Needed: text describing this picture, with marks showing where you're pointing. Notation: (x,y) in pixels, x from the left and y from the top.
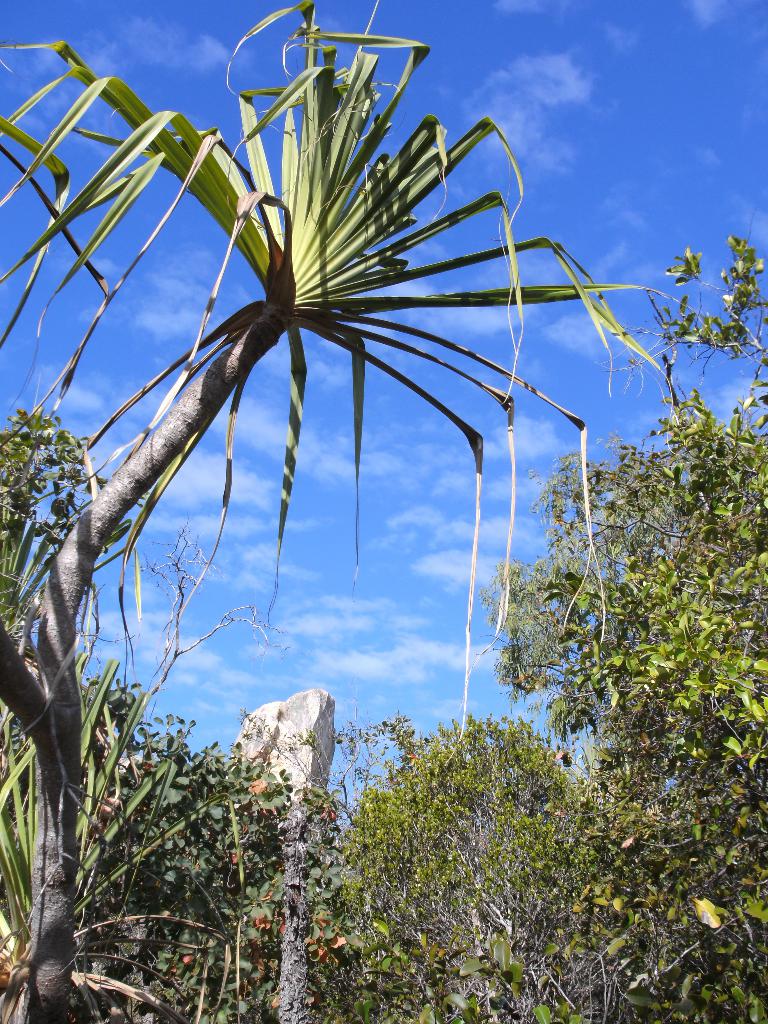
This picture is taken from the outside of the city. In this image, we can see some trees (397,732) and plants (404,840). In the middle of the image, we can see a pillar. At the top (598,200), we can see a sky (598,148) which is a bit cloudy.
